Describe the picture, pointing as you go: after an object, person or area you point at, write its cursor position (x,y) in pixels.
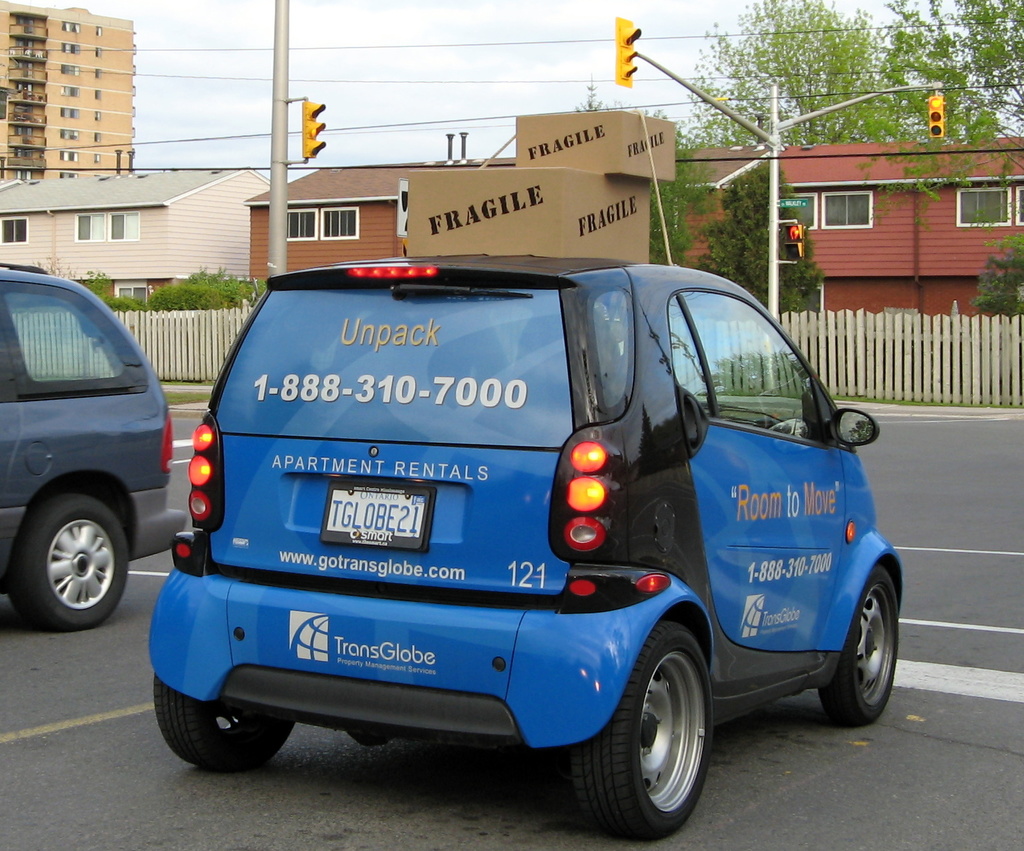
In this image there are two cars (223,484) as we can see in middle of this image (407,463) and car (285,476) in middle (458,519) is in blue color and there is a road (879,841) in the bottom of this image, and there is a fencing wall (211,328) in the background (846,346) and there are some buildings (378,200) on the top side (218,257) to this fencing walls (187,322), and some trees (783,213) on the right side (726,219) to this image and there is a sky (379,101) on the top of this image (434,57), There are some traffic signals (766,132) in middle of this image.
